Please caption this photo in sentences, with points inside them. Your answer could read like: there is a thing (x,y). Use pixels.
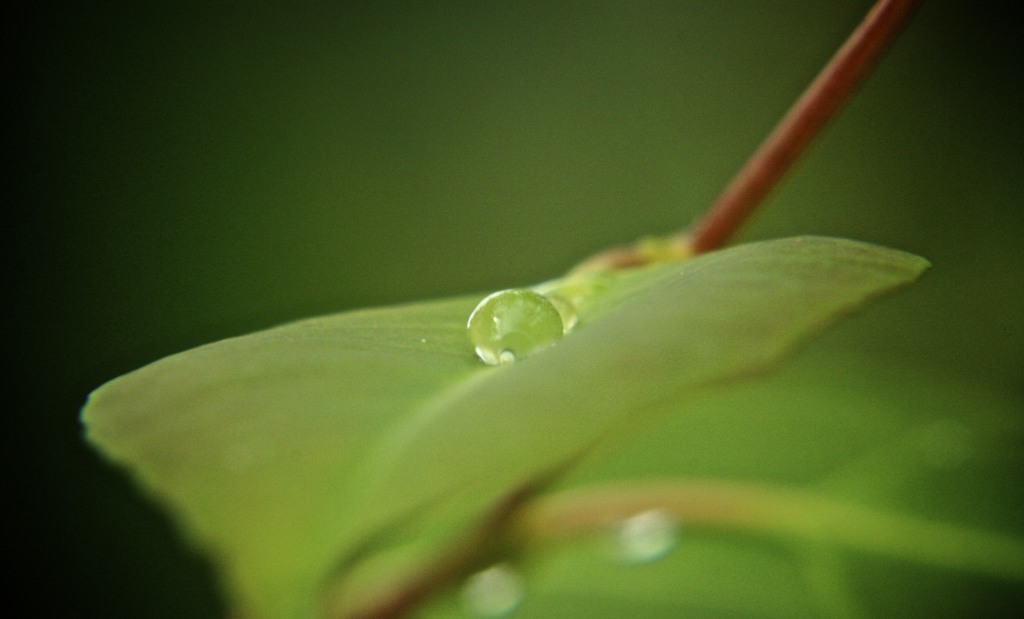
In this picture, we can see droplets of water (552,339) on the leaf (629,346), and we can see the blurred background (522,283).
